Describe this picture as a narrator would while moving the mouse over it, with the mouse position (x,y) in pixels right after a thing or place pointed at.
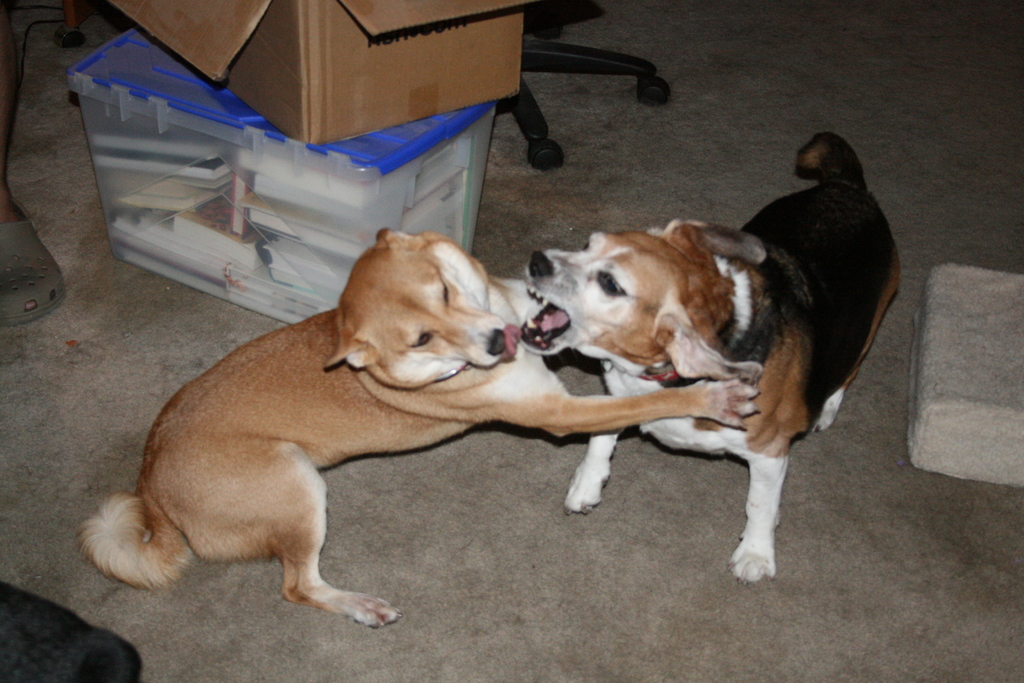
In this picture we can see there are two dogs (468,380) on the floor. On the left side of the image (29,275), there is a person's leg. Behind the dog (424,350), there are books (143,197) in a plastic container (189,227). On the top of the plastic container (242,153) there is a cardboard box (336,49). Behind the cardboard box (347,72), there is an object (545,52).
